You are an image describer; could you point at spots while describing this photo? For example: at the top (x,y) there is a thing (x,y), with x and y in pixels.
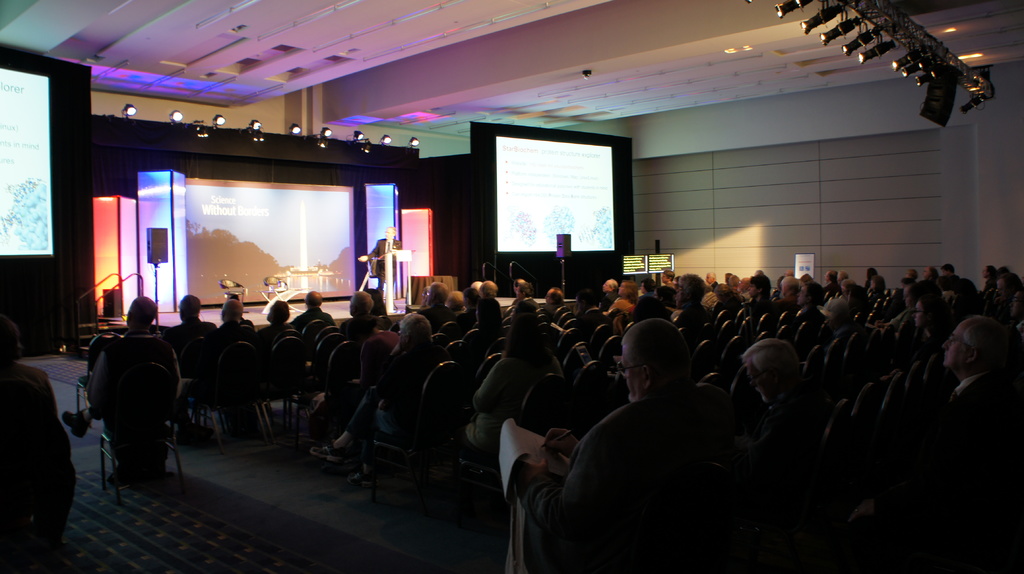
Here in this picture in the front (627,345) we can see number of people (368,322) sitting on chairs (541,402) present on the floor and in front of them we can see a stage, on which we can see a person (380,245) standing and speaking something in the microphone (392,249) present on the speech desk (387,264) in front of him and we can also see a couple of chairs (272,279) present and we can see a projector screen (263,288) in the middle (352,279) with something projected on it and we can also see speakers (166,243) present on the either side of the stage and we can also see the projector screens (8,179) on the either side of the stage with something projected on it and we can see lights (869,34) projected on the top (882,54) on the either side.
